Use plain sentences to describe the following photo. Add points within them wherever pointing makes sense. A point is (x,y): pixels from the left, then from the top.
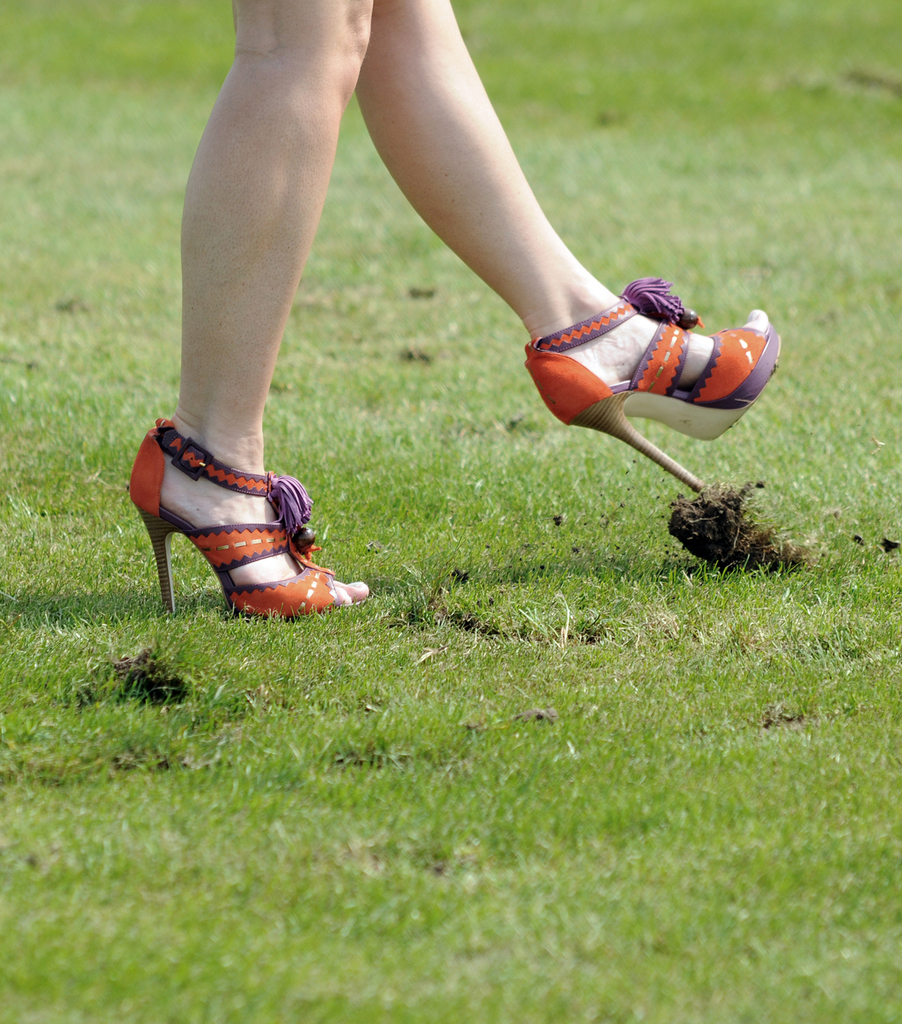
In this picture we can see women's leg (228,110) who is wearing orange color sandal (655,404). On the bottom (361,699) we can see green grass (562,699).
